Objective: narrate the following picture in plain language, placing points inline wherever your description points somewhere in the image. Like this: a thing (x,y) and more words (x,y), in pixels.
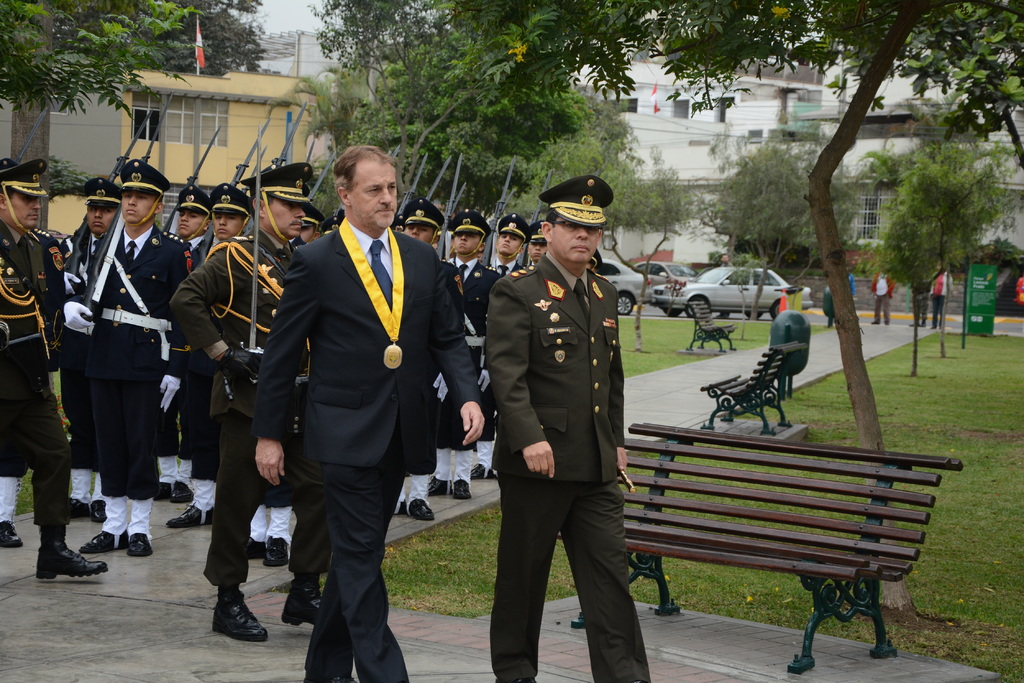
In this image I can see number of people (568,346) are standing and most are in uniforms (570,277). I can also see people (130,224) and holding guns (505,191). In the background (719,397) I can see few benches (706,523), vehicles (718,300), a flag (196,56), few buildings (639,131), few more people (884,292) and trees (59,80).
